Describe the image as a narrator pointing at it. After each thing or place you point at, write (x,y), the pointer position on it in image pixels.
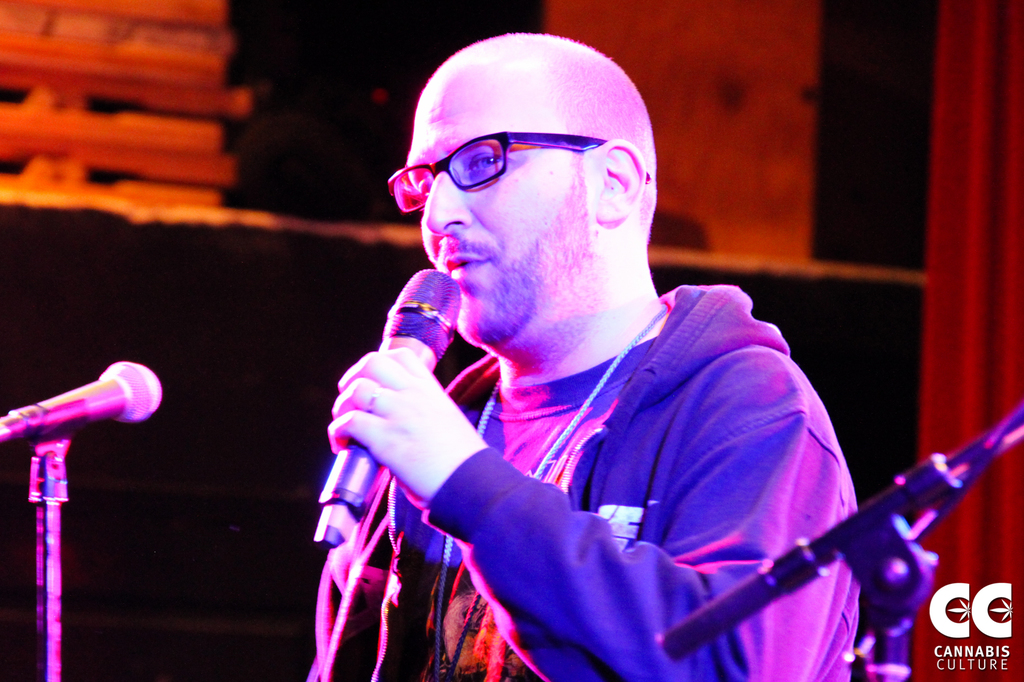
In this image we can see a man (451,409) is holding a mic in his hand (457,425). On the left side (64,409) there is a mic (77,409) on a stand (39,445) and on the right side (873,631) there is a stand (900,636). In the background (303,465) the image is not clear but we can see objects (925,664).
